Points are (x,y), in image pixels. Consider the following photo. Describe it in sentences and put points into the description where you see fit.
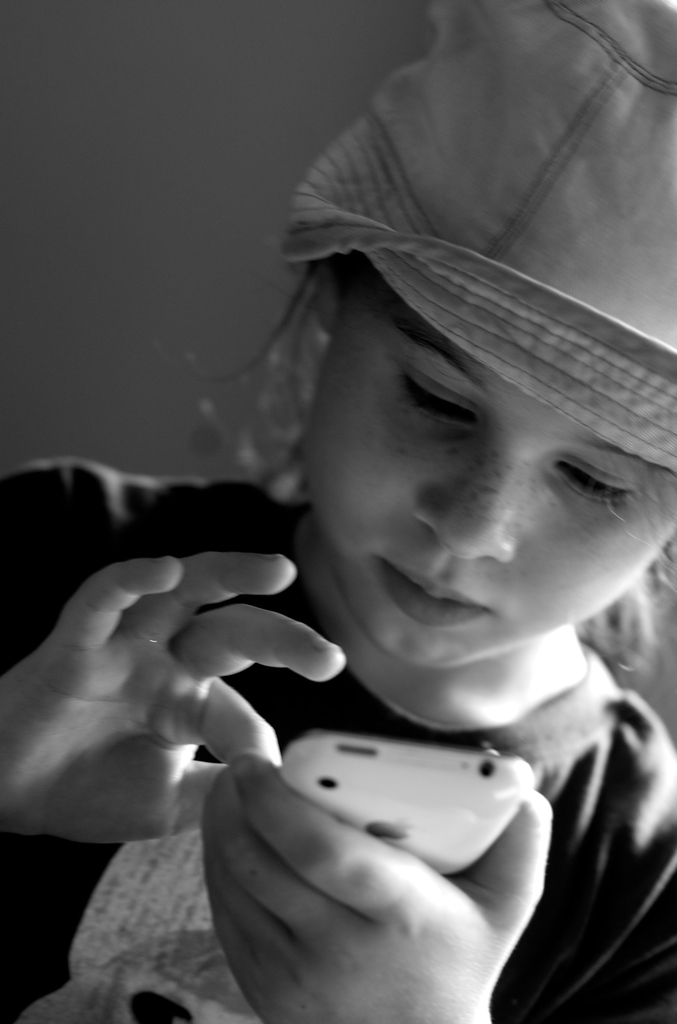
It is a black and white image, there is a girl (475,403) operating a mobile phone (400,816) by holding it in her hand (400,896).
